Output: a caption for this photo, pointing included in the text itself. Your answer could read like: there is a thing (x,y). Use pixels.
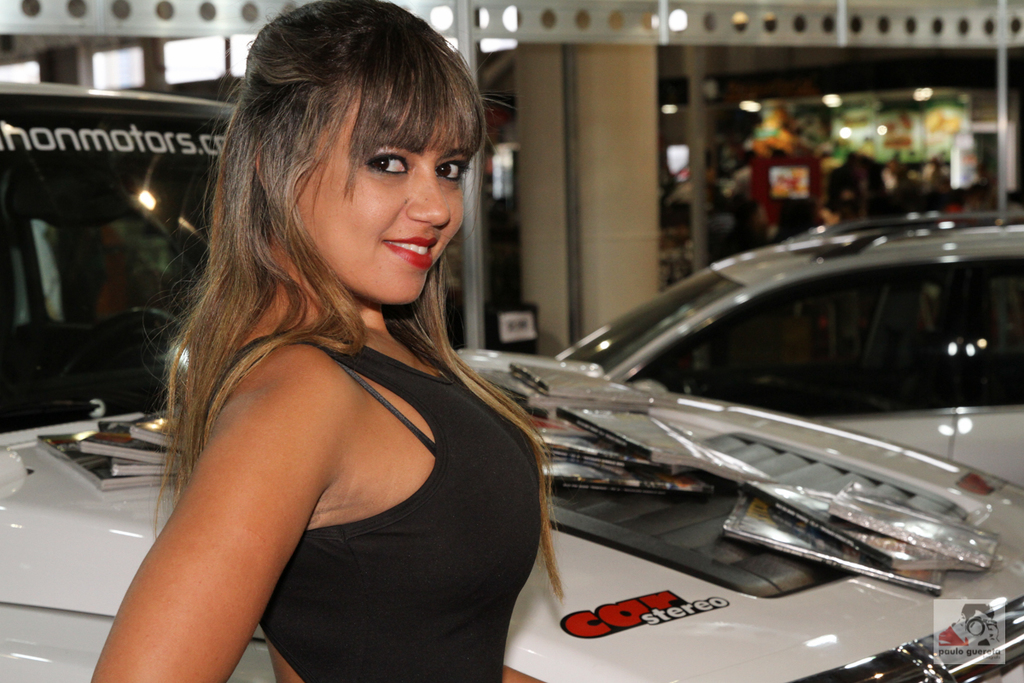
There is a woman (358,343) smiling and we can see vehicles (625,627) and some objects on this vehicle (705,681). In the background (538,185) it is blurry and we can see lights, wall (584,174) and rod (568,165).
